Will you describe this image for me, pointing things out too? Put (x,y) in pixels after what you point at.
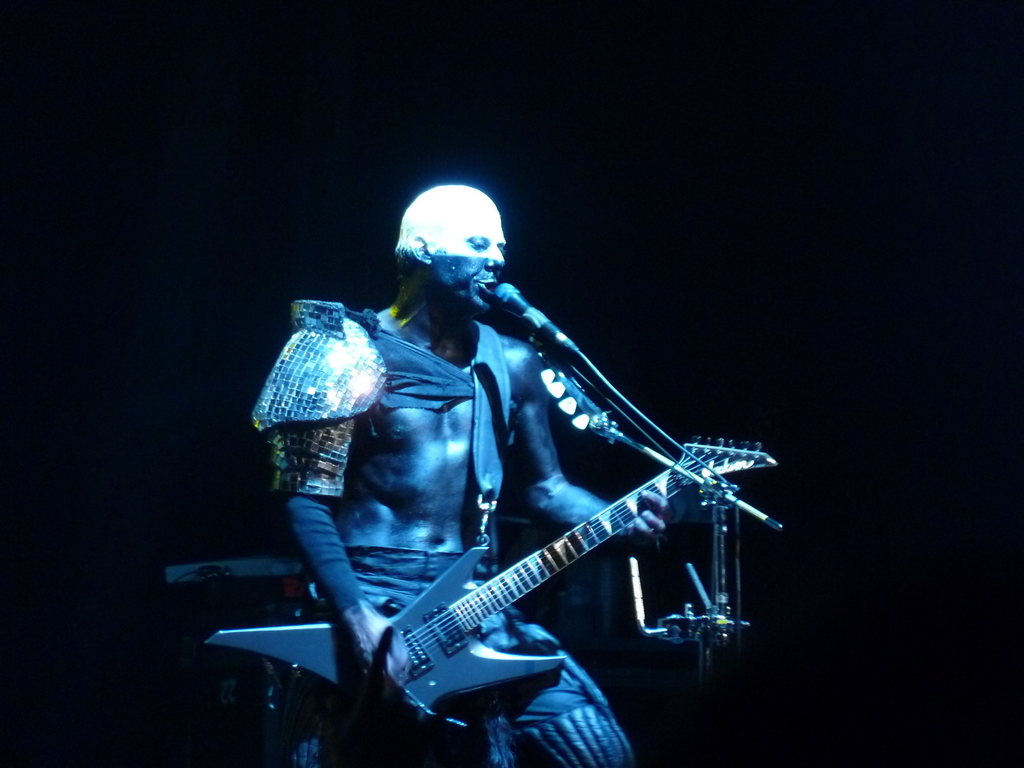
Here we can see a man (467,277) playing guitar (457,607) and singing a song with a microphone (537,324) in front of him.
